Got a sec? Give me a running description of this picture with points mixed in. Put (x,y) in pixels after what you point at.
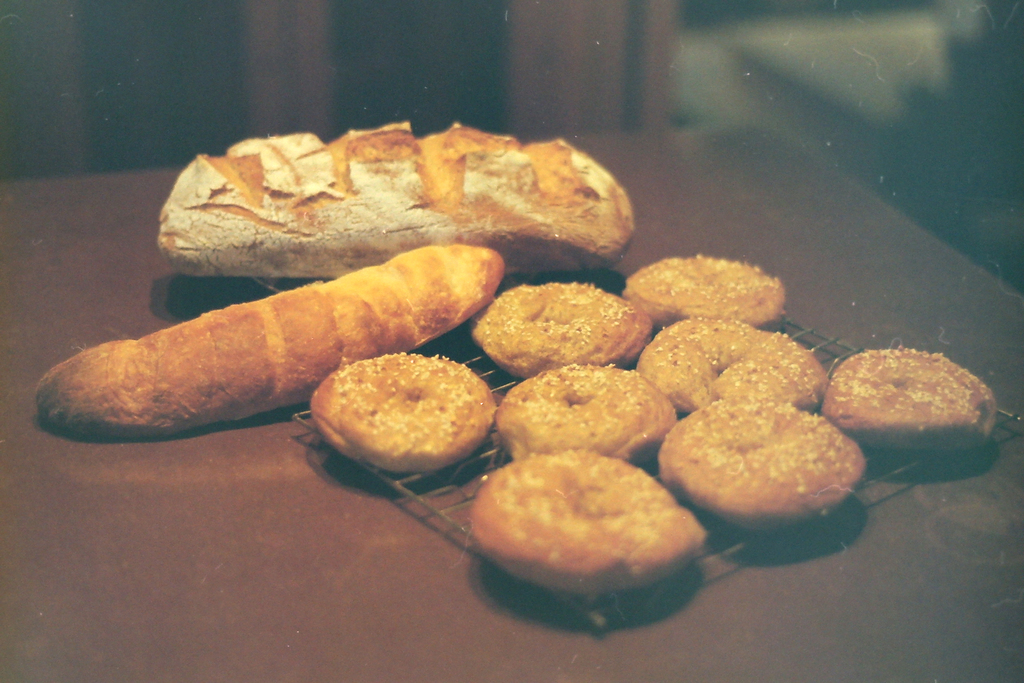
In the image there are bagels (627,377) and bread (310,370) on a table (749,667).
